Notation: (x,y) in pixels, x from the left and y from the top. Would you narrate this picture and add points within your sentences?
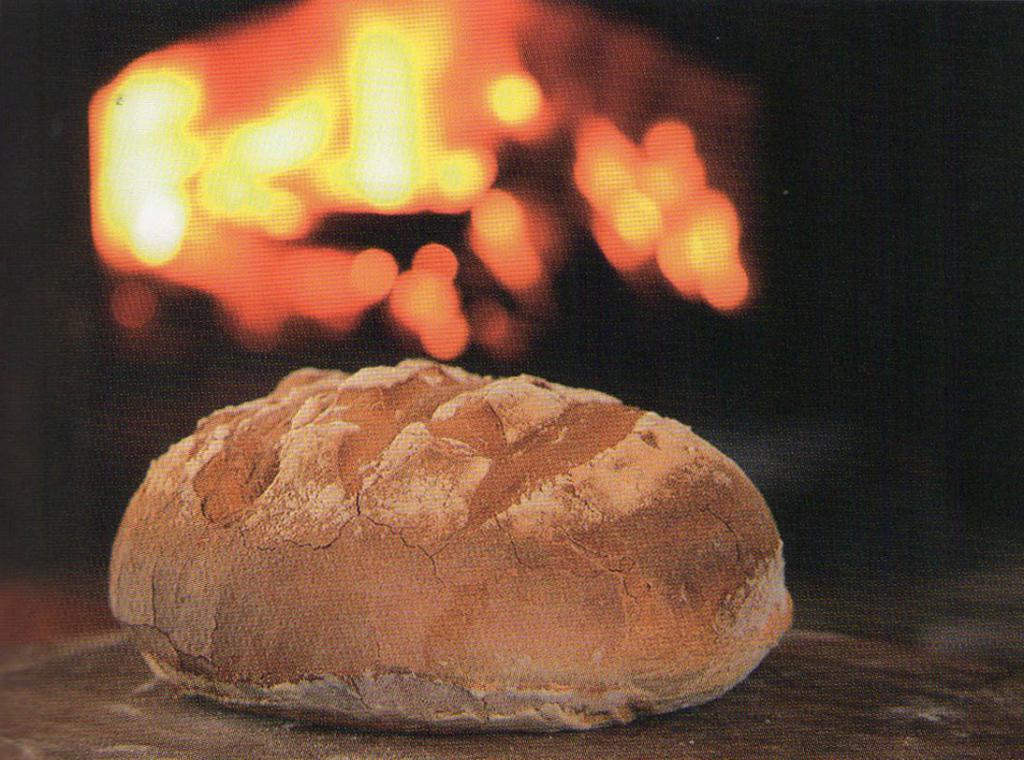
In this image we can see a food item (769,526) on a surface (977,703). In the background of the image (364,294) we can see the fire (294,34).
